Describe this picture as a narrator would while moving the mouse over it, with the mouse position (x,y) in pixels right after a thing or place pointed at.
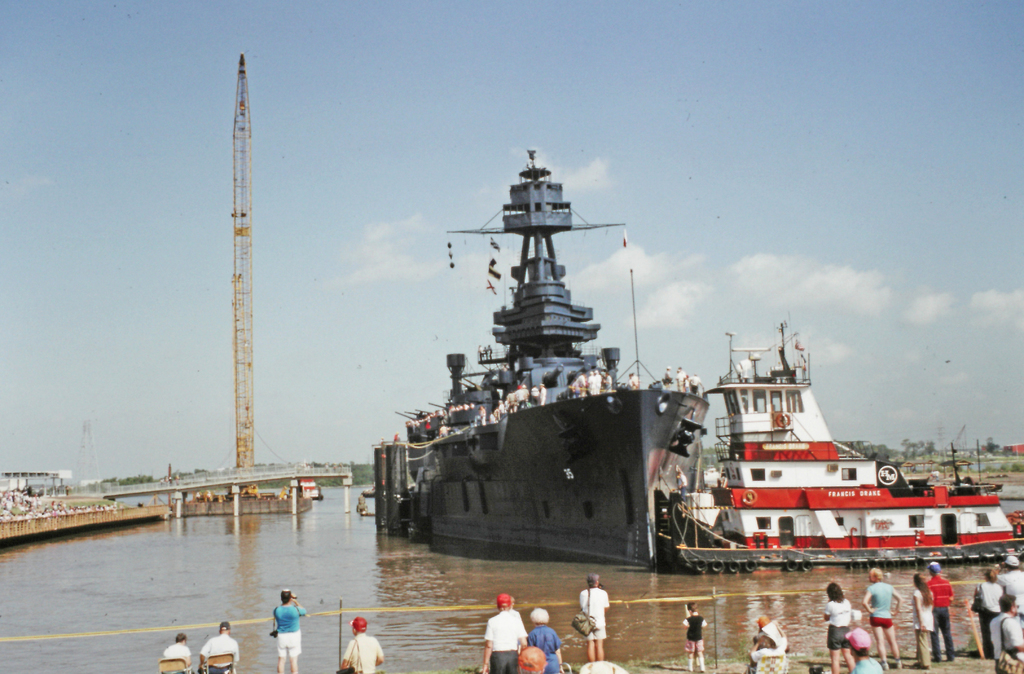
There are persons (1005,621) in different color dresses (298,631), some of them are standing and watching the ships (907,512) which are on the water (439,563) and some of them are sitting on chairs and watching. In the background (970,402), there are clouds (415,271) in the sky (509,44) and there is a tower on the platform (289,474).
